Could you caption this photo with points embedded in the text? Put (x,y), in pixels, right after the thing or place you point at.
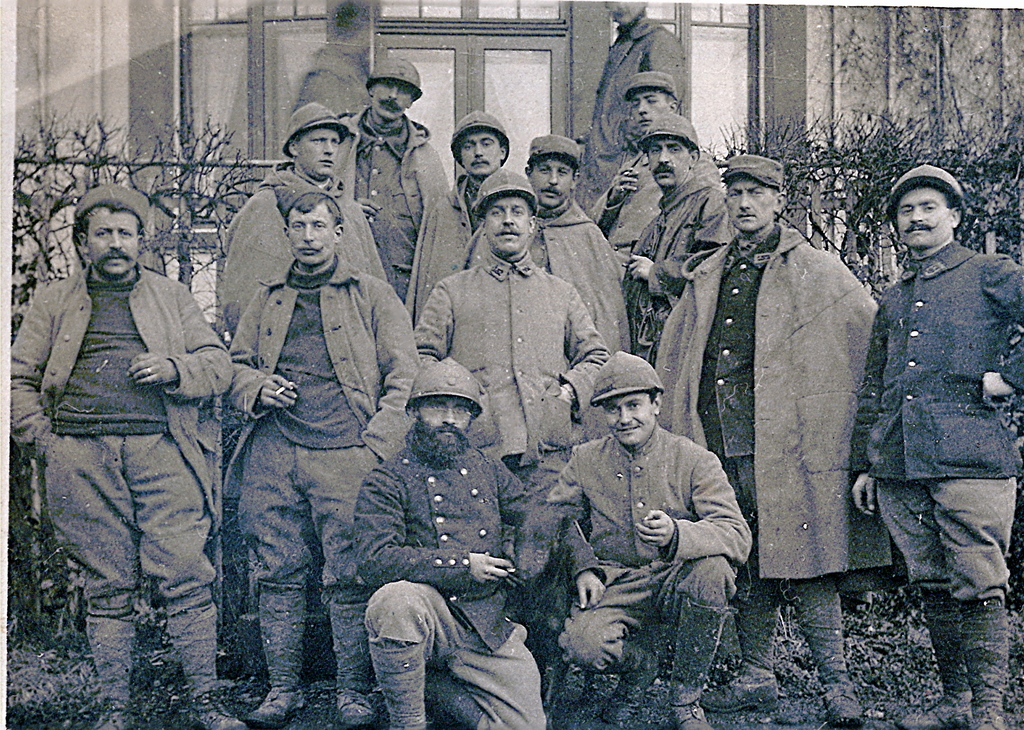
In the picture we can see some men (303,418) are standing in a coats (773,407) and caps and in front of them we can see a two men (576,507) are sitting on the knee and in the background (883,97) we can see a part of the house (818,94) with doors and near to it we can see railing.
